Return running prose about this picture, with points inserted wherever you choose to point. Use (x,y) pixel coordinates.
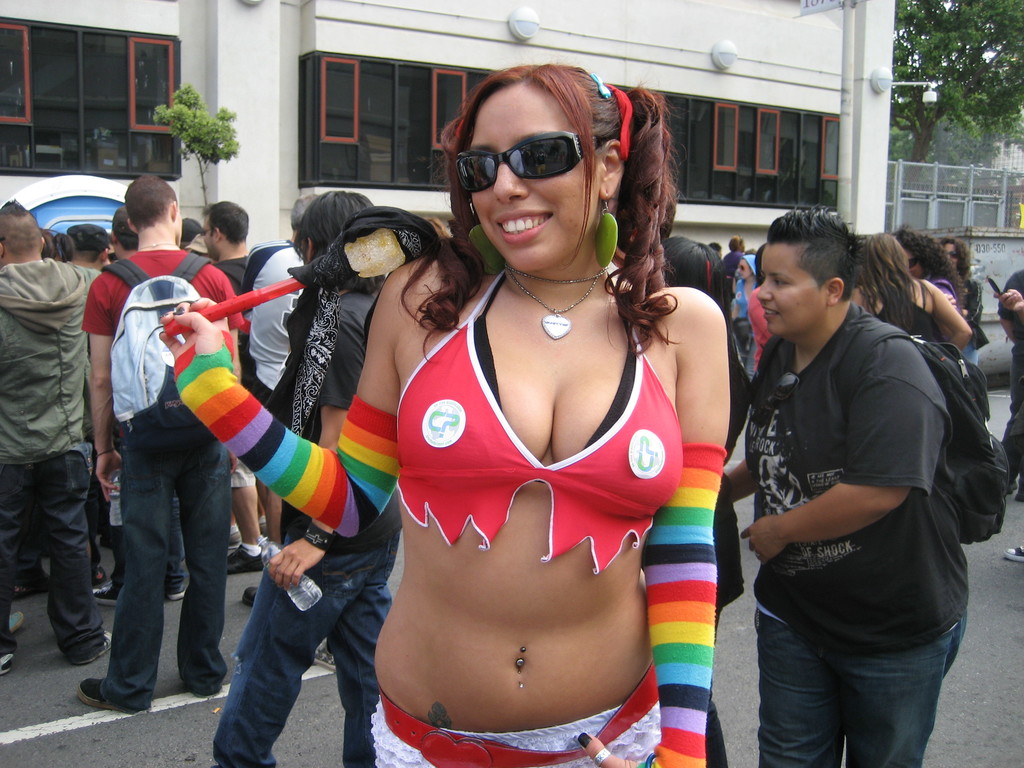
On the left side of the image (90,415) we can see some person (64,404) are standing and a tree (203,107) is there. In the middle of the image (434,506) we can see lady (531,737) and she is holding something in her hands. On the right side of the image (762,491) we can see some persons (865,617) are standing and some trees (992,155) are there.
